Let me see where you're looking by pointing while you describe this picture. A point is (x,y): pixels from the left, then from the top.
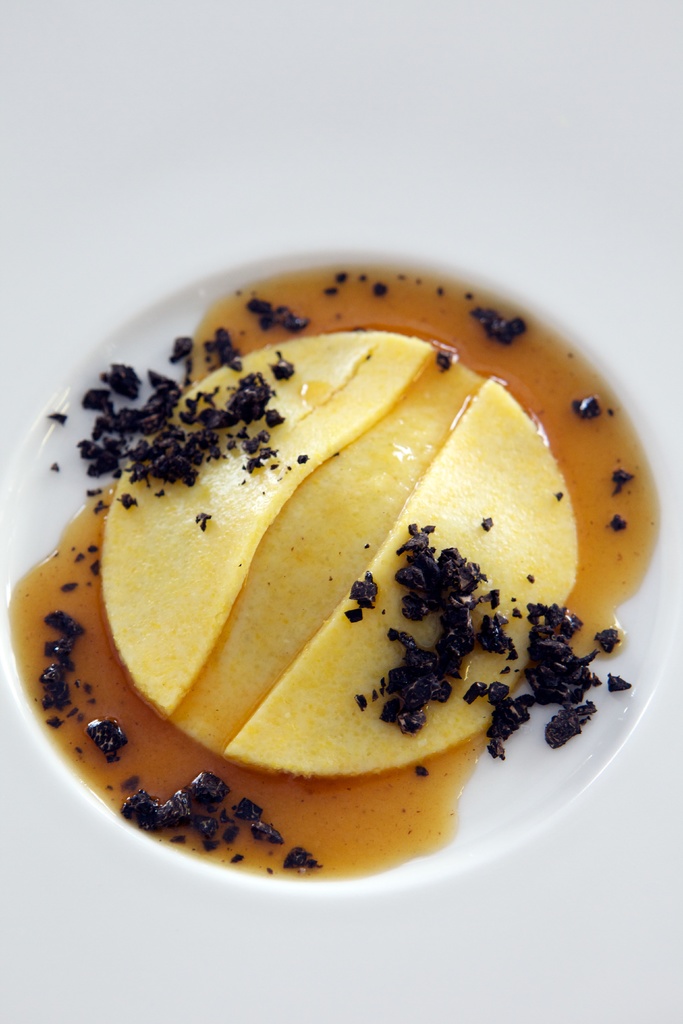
In this image we can see a food item (340,438) in a plate (103,934).
